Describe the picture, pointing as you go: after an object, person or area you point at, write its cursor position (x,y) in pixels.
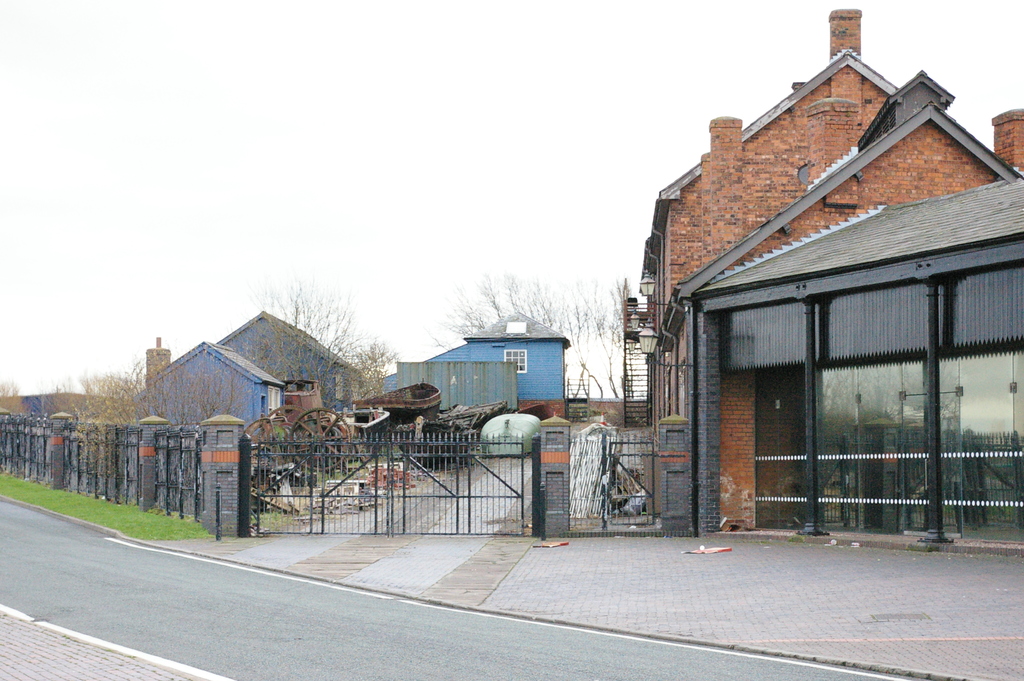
We can see road (231,609), gate (312,474), fence (185,467), houses (261,395), cart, grass (104,509) and trees (598,355). In the background (637,126) we can see sky (472,47).
